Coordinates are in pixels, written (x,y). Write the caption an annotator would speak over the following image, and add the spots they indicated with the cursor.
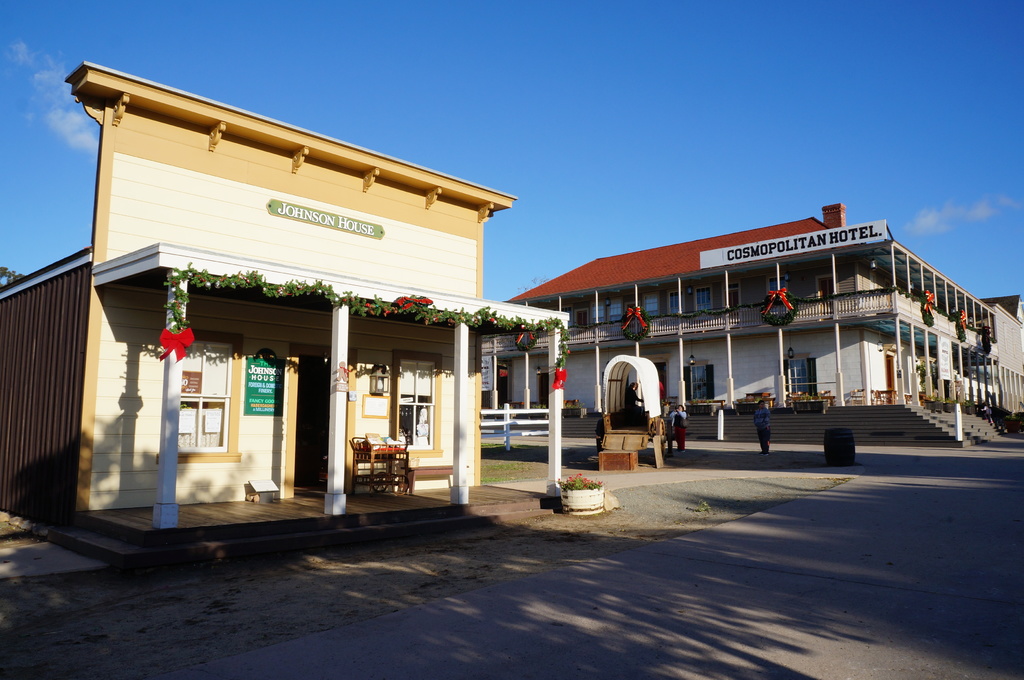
Here in this picture in the front (551,468) we can see a store (551,468) present on the ground (575,460) over there and the store front (310,356) is decorated with flowers (174,286) over there and beside it we can see a hotel (619,258) present and we can see it is also decorated in the front (678,365) and we can see people (687,417) walking on the road (715,448) here and there and we can see clouds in the sky (439,152).
